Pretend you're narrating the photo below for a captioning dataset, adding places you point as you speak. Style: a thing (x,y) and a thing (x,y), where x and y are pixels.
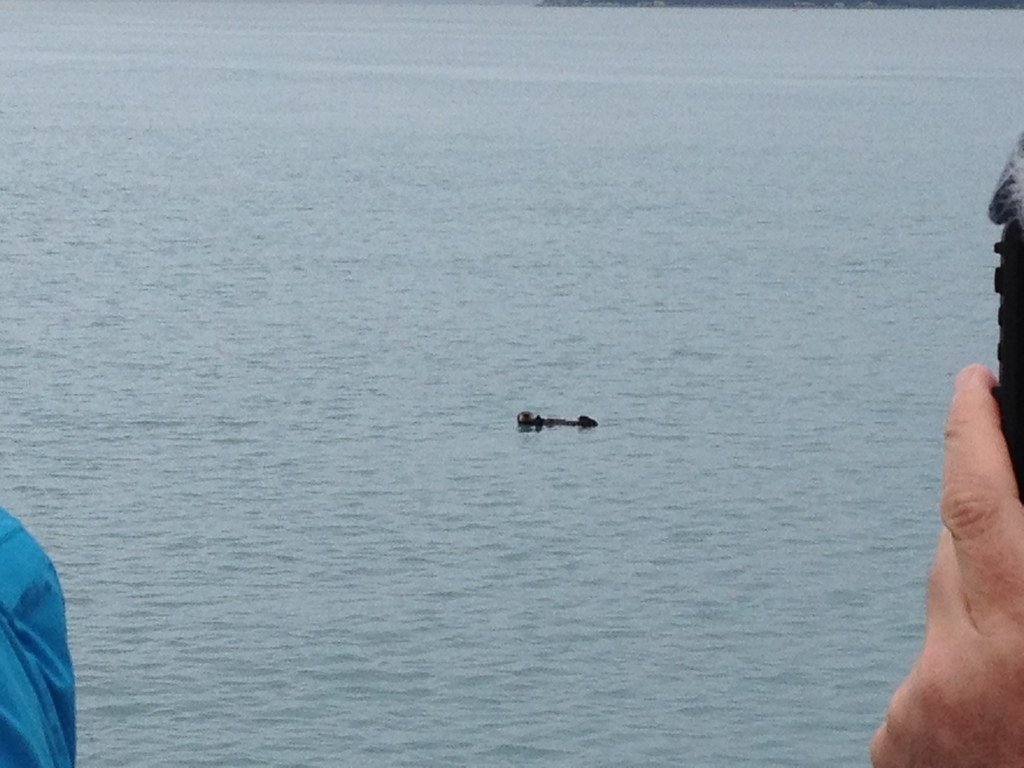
In this image we can see the hand (968,584) of a person (962,573) holding an object (1021,265). On the backside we can see an object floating on the water (578,358).
